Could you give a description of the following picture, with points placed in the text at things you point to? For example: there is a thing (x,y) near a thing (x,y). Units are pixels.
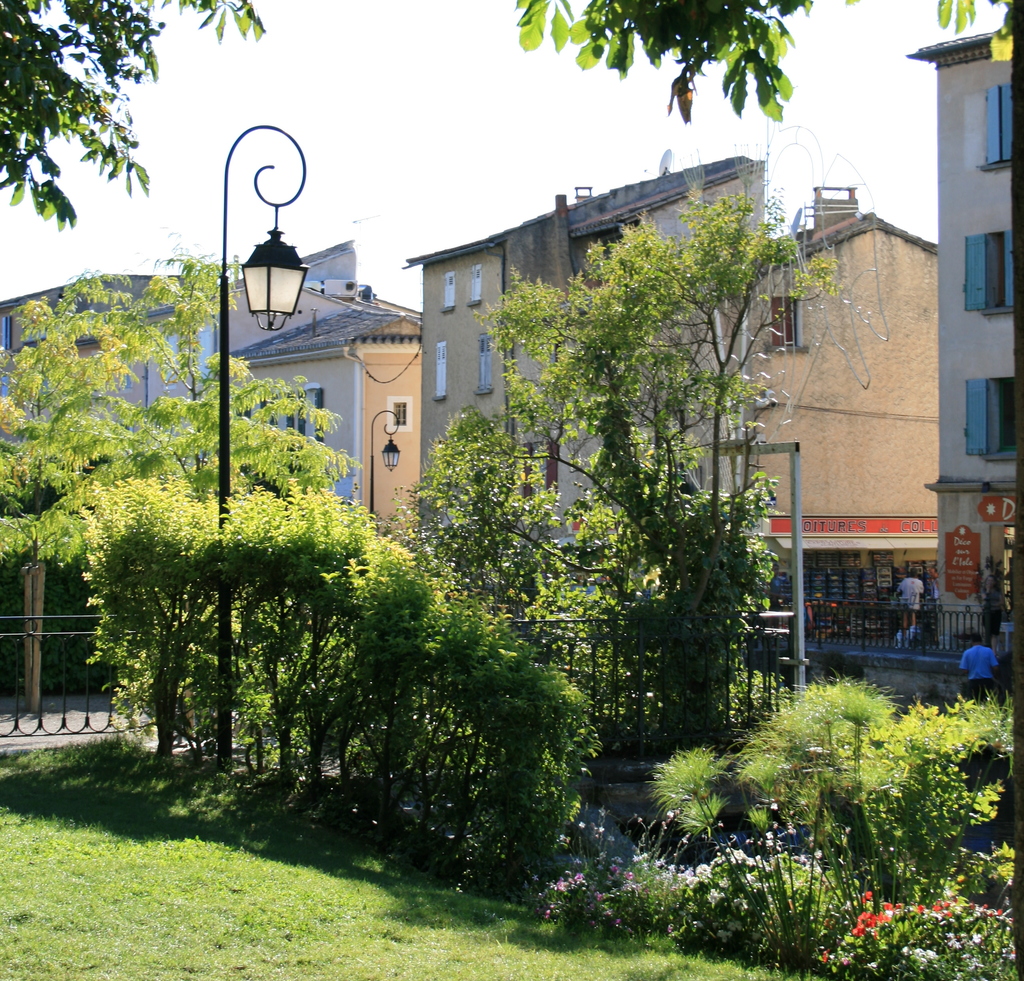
In this picture, we can see a few buildings (308,360) with windows (979,434), ground (39,791) with grass (181,976), poles (223,435), lights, store (957,590), we can see a few people (933,576), trees (1023,708), and the sky (156,110).
